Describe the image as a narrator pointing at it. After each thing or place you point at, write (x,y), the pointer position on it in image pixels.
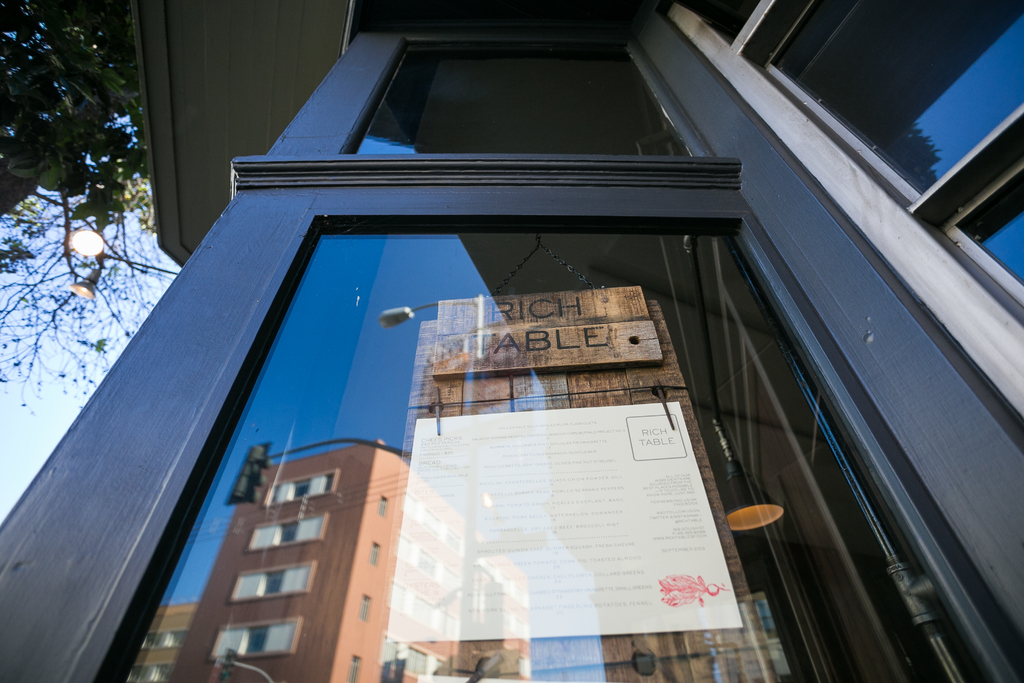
In this image we can see trees (6,52), lights (96,238), there are windows (606,274), we can see a board (617,382) through the window (479,499), it has text (478,441) on it, also we can see the reflections (443,520) of buildings (411,543), traffic lights (255,452), and light pole (481,452) on the window mirror (337,398), also we can see the light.
